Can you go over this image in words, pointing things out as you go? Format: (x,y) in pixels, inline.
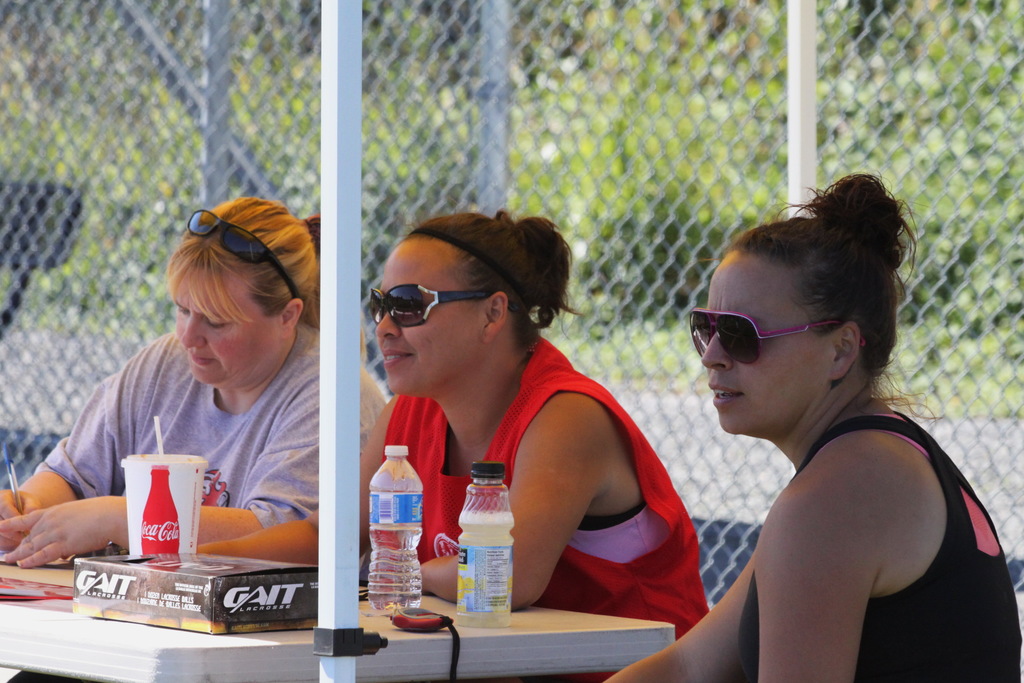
In the image there is a table (24,655), on the table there are bottles (411,539), coke cup (154,524) and other items (114,573) and around the table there are three women (635,508) sitting and behind them there is a mesh (269,94).
